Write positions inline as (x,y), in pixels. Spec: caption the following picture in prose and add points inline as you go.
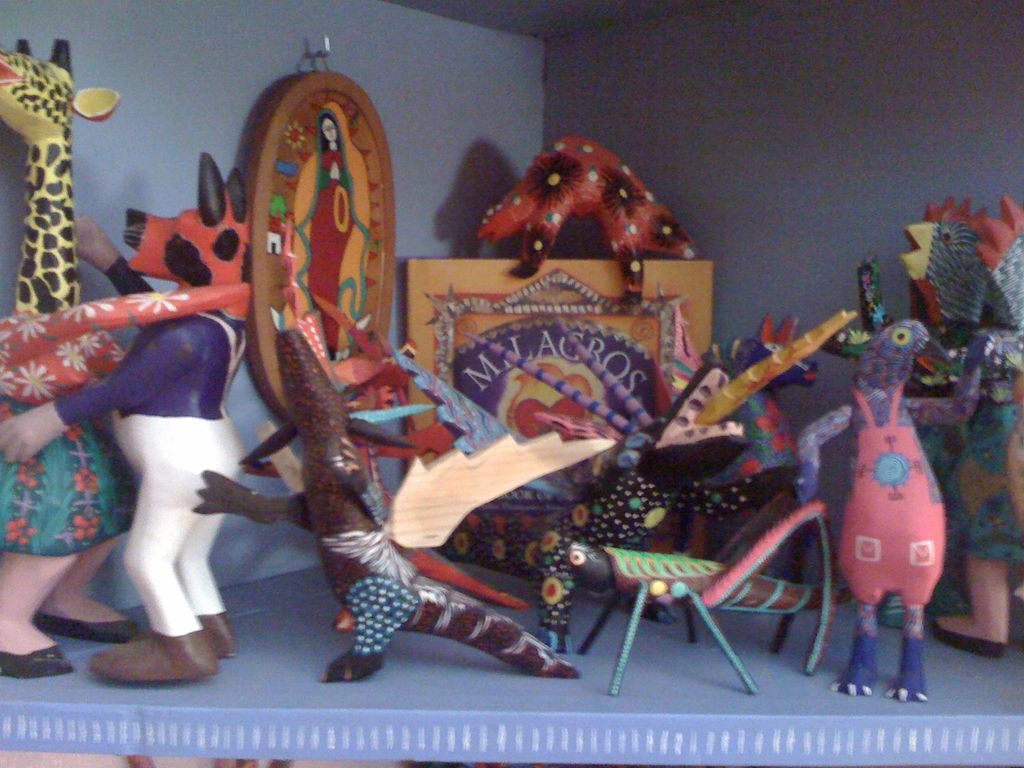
In the picture I can see many toys (861,441) are placed on the blue color surface (410,685) and I can see some frame (260,244) hanged to the wall (461,45).
